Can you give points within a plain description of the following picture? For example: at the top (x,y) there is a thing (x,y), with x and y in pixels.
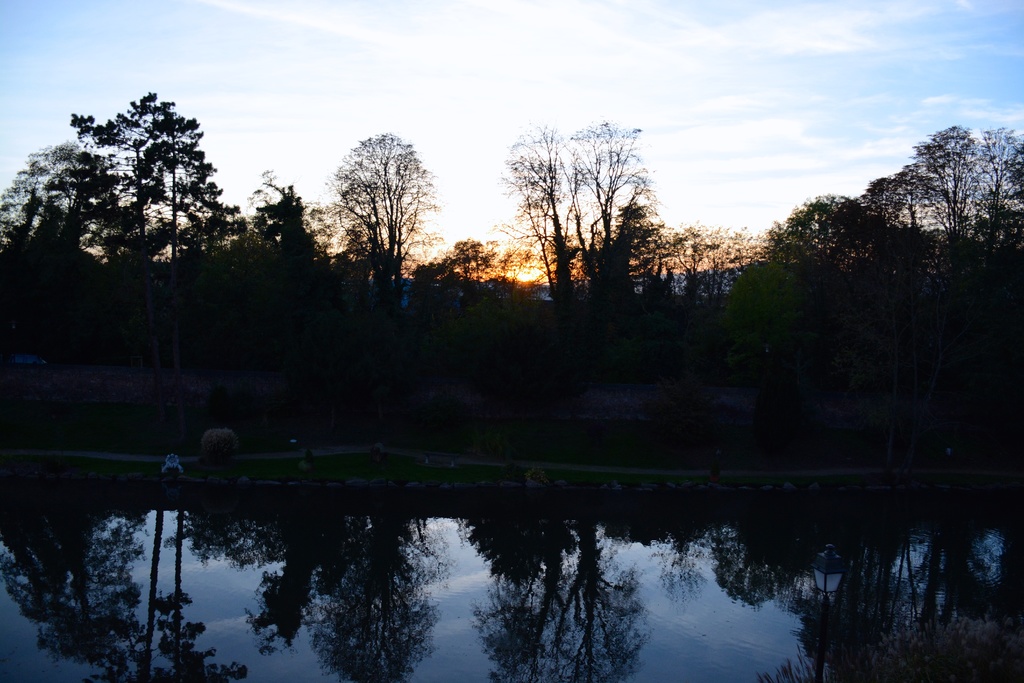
In this picture we can see trees (324,270), water (916,552), grass (519,474) and in the background (240,69) we can see the sky (349,31) with clouds (536,69).
